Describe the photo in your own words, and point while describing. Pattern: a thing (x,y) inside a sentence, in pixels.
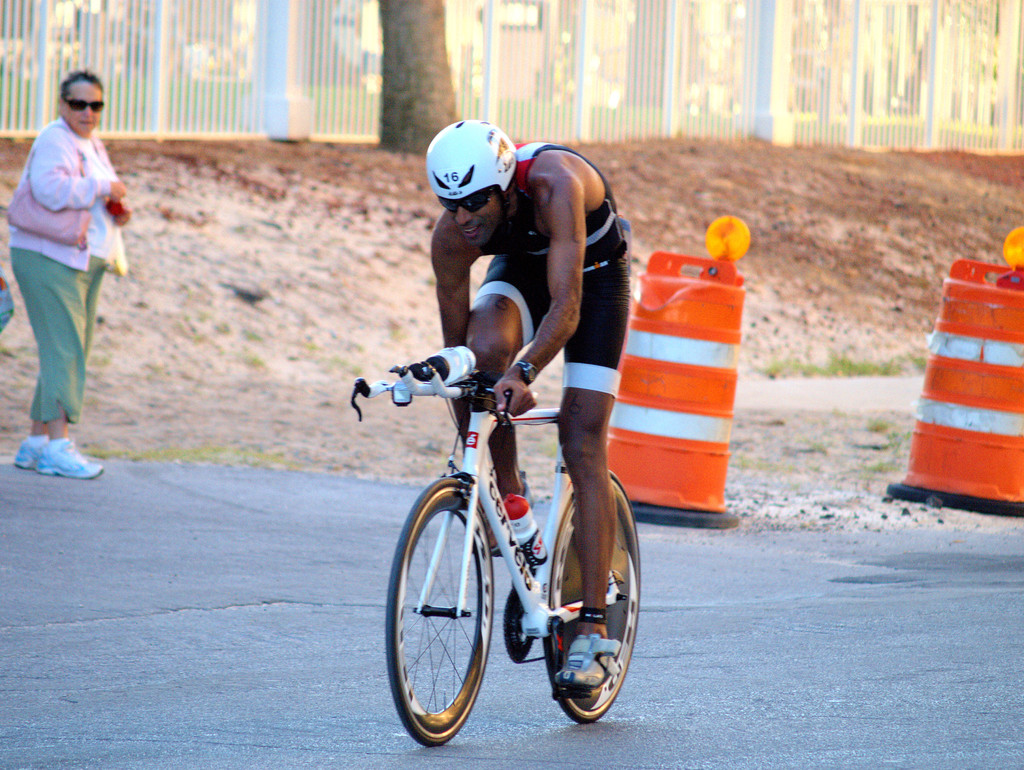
In the center (572,410) we can see one man (505,362) riding bicycle (635,580) and he is wearing helmet (472,147). In the background (450,97) there is a woman (76,256) standing and fence (776,61), tree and traffic pole (696,380).
